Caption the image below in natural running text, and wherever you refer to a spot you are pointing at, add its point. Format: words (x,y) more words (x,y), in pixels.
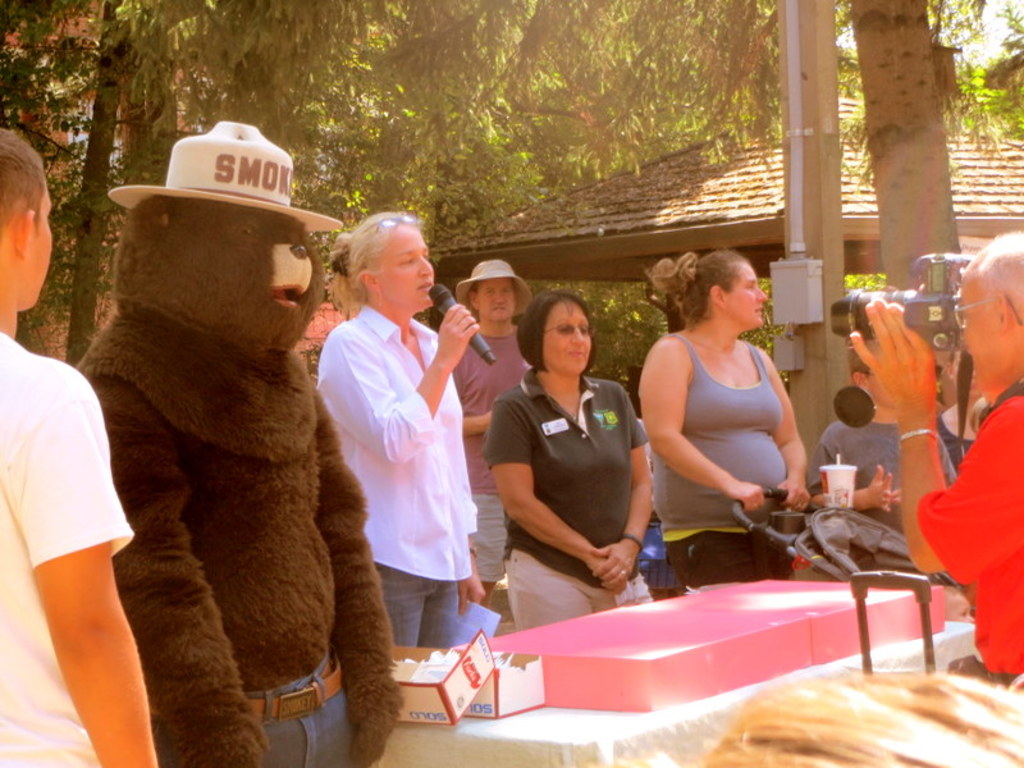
In this image we can see a few people (551,489), one lady (405,423) is holding papers (480,614) and mic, and she is talking, a guy (933,383) is taking pictures with the camera (933,317), there are some boxes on the table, we can see a cup (834,478), handle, and a woman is holding a baby trolley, also we can see a pole (809,178) and electrical box (786,273), we can see some trees (534,127) and a house (862,165), we can see a person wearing an animal costume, and a hat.
